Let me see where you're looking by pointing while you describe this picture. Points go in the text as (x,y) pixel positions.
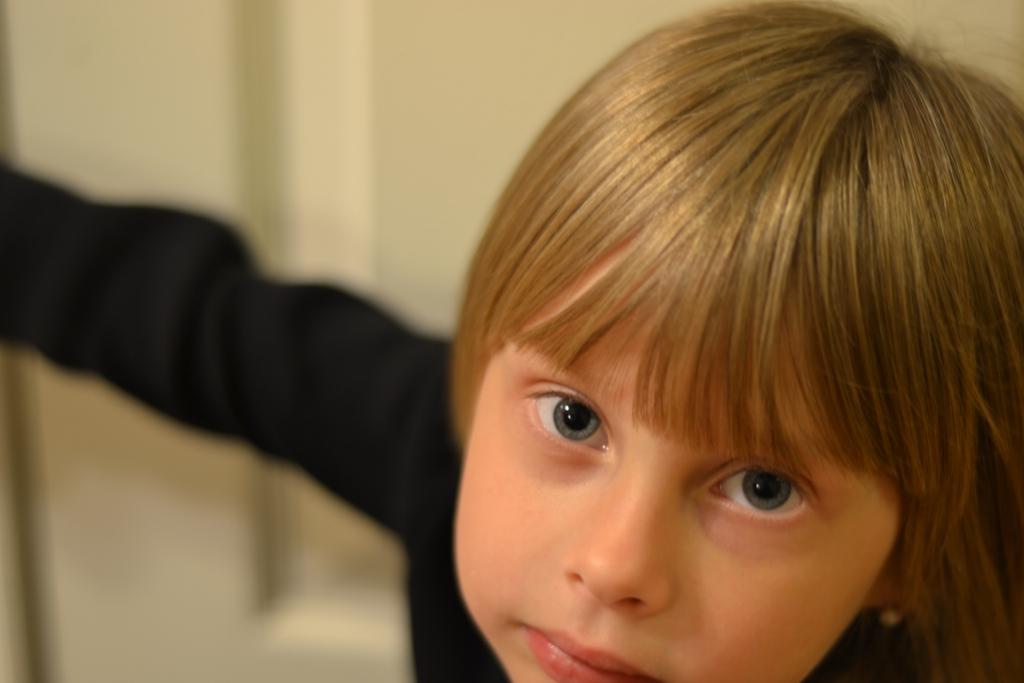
In this picture I can see a child (507,624) in front (87,300), who is wearing black color dress (410,549) and I see that it is blurred in the background (224,574).
